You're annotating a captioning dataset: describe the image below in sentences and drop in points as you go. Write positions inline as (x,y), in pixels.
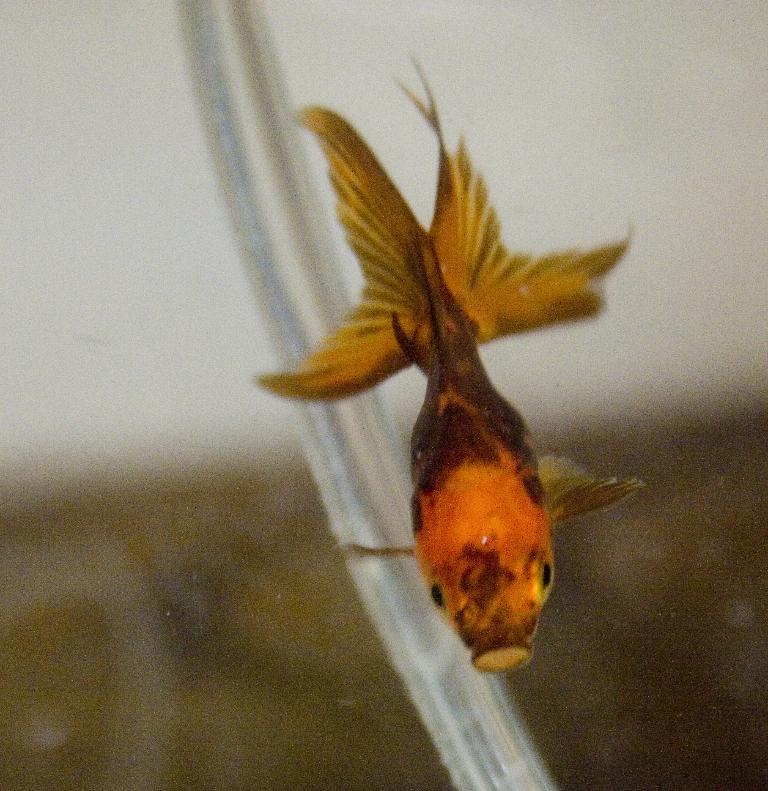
In this image we can see a fish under water (618,661) and the background (752,44) image is blurred.
